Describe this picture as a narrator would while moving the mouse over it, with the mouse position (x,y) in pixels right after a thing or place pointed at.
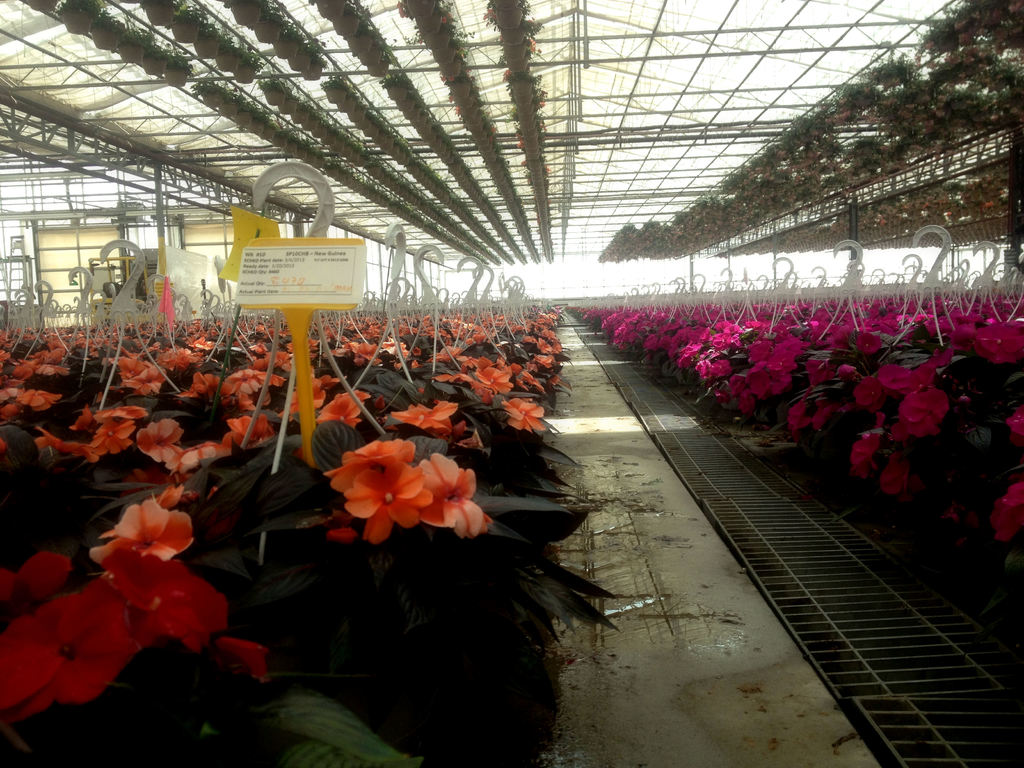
On the right (874,431) and left of the image (306,668) we can see plants (471,470) and flowers (783,328). In the center of the image (635,370) we can see walk way (619,432). At the top of the image (983,177) we can see house plants (198,89).
